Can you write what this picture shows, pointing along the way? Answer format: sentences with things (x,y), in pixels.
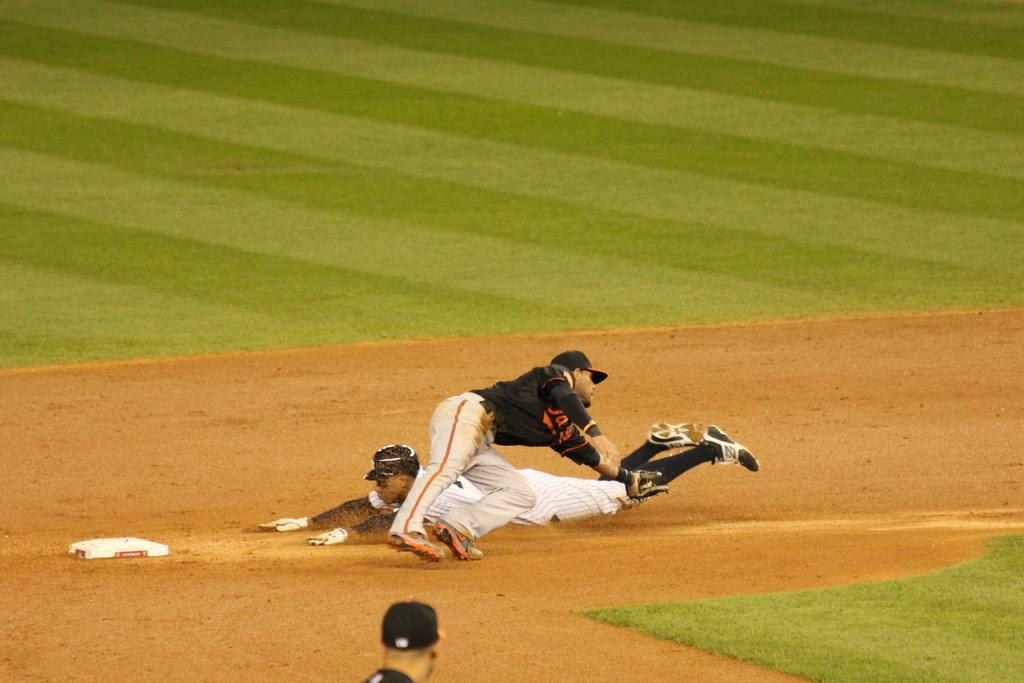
In this picture there are people (404,639) and we can see white object (114,544) on the ground (120,569) and grass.
